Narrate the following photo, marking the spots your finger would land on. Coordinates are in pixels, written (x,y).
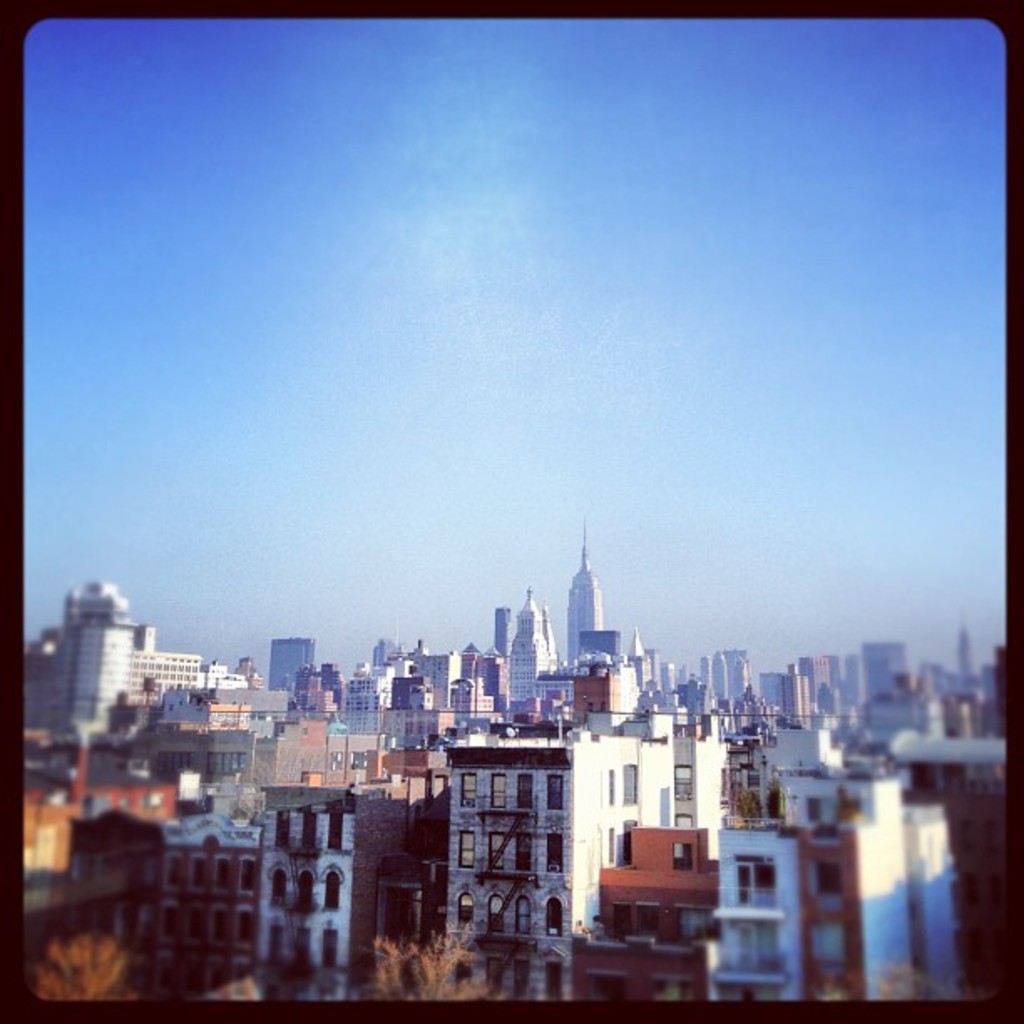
In this picture we can see buildings (693,827) and trees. In the background (411,513) there is sky (695,272).
